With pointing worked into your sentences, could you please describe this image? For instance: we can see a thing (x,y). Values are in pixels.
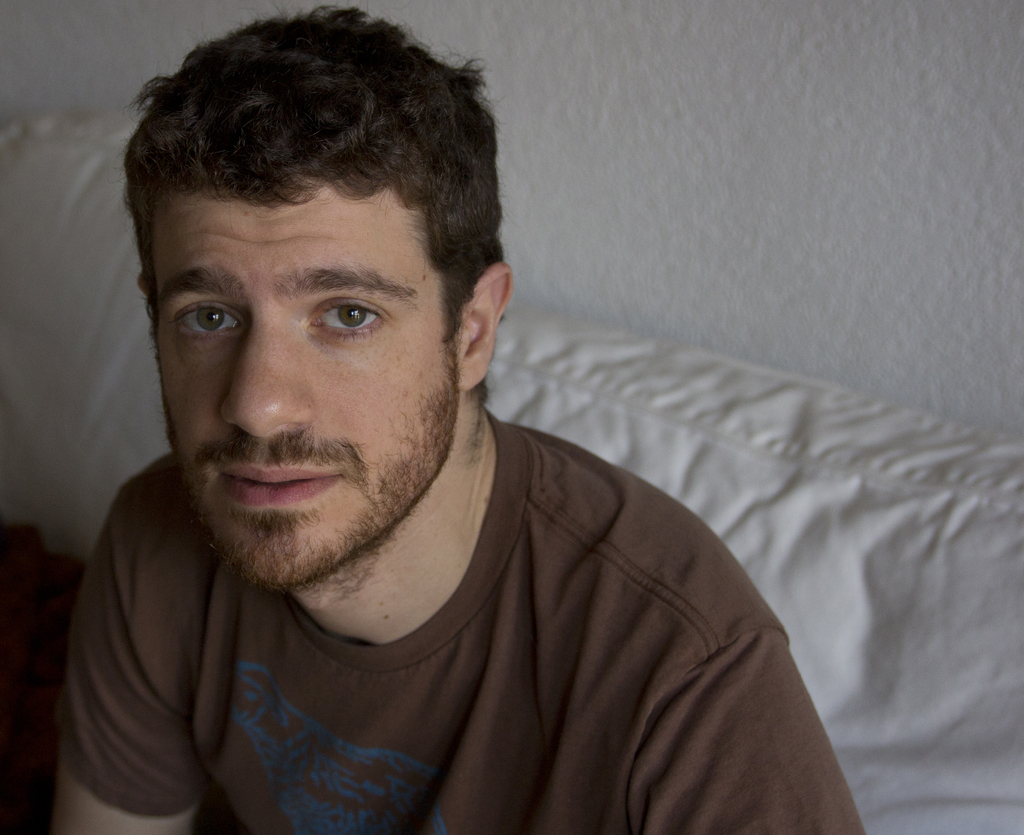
A man (504,665) is looking at the camera, he wore chocolate color t-shirt (608,655). This is the wall (744,173) in this image.
